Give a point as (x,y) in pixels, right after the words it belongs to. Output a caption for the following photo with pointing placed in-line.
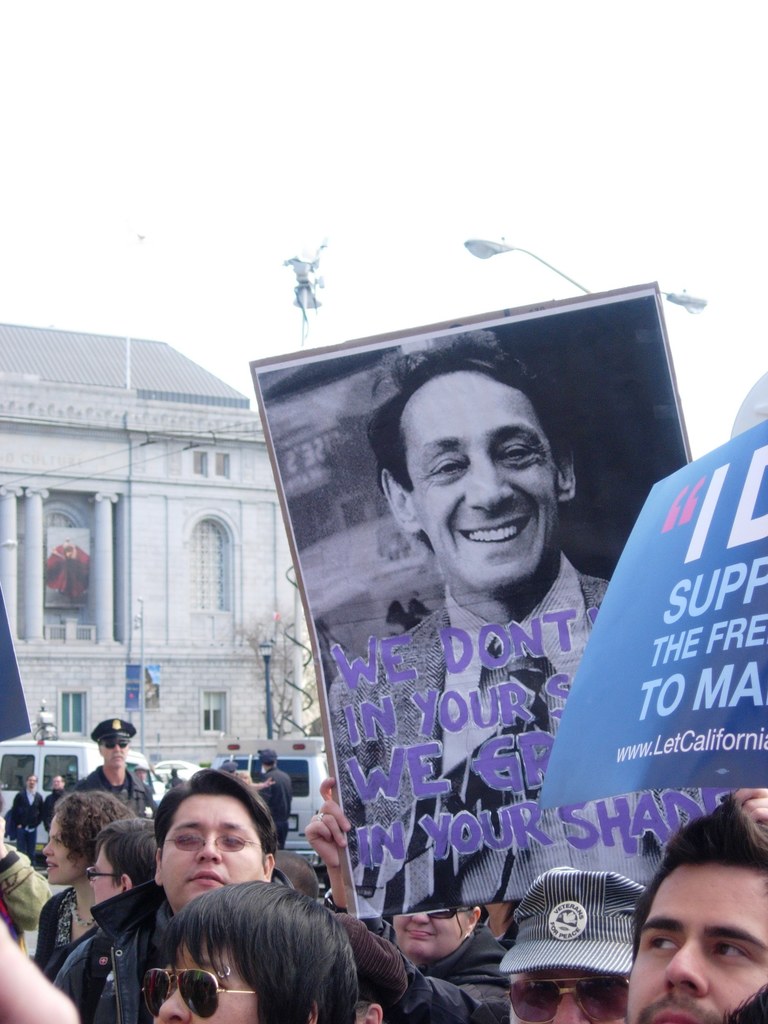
There are some persons (213,917) standing at the bottom of this image (578,889) and some persons (551,899) holding a posters (543,708) as we can see on the right side of this image (574,489). There is a building (185,480) on the left side of this image (134,541). There are some poles (550,264) on the top of this poster (425,355). There is a sky (380,313) in the background (377,133).
